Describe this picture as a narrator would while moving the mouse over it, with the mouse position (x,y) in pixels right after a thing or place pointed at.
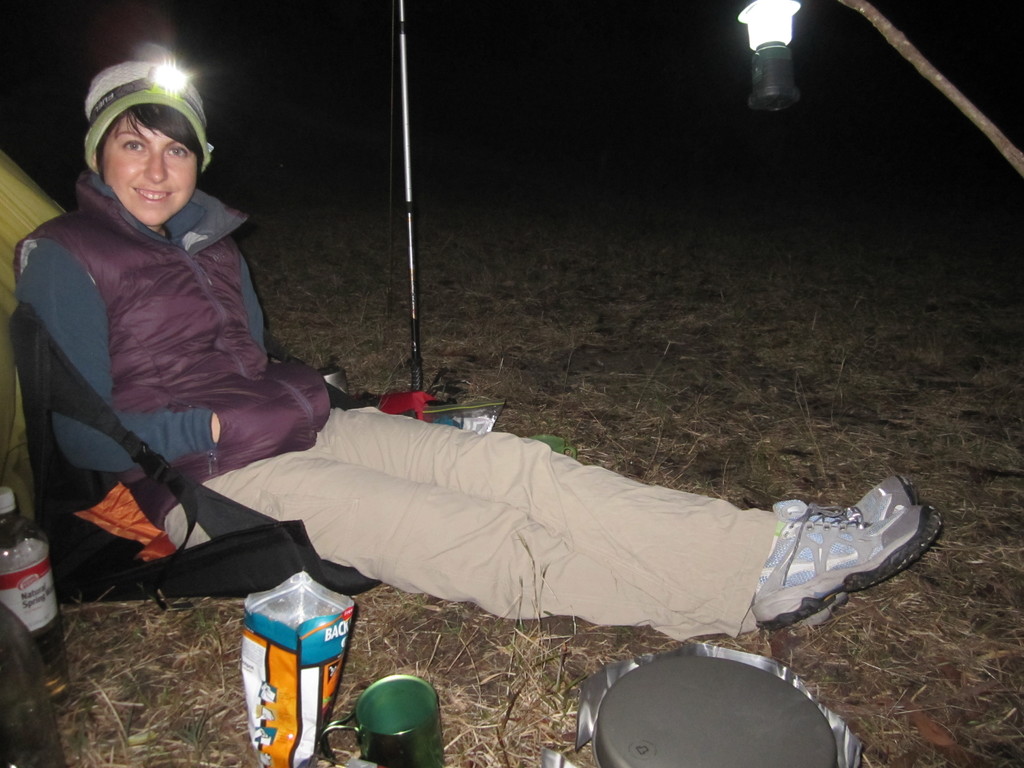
This is an image clicked in the dark. On the left side (160,236) there is a person (171,367) wearing a jacket (178,379), sitting, smiling and giving pose for the picture. There is a torch (155,80) to the person's head (122,155). Beside this person (149,134) bottle (12,557), cup (377,721), a food packet (307,721) and some other objects (85,593) are placed on the ground (122,678) and also there is a metal stand (413,344). At the top (766,28) there is a light (764,19). The background (512,138) is dark.
